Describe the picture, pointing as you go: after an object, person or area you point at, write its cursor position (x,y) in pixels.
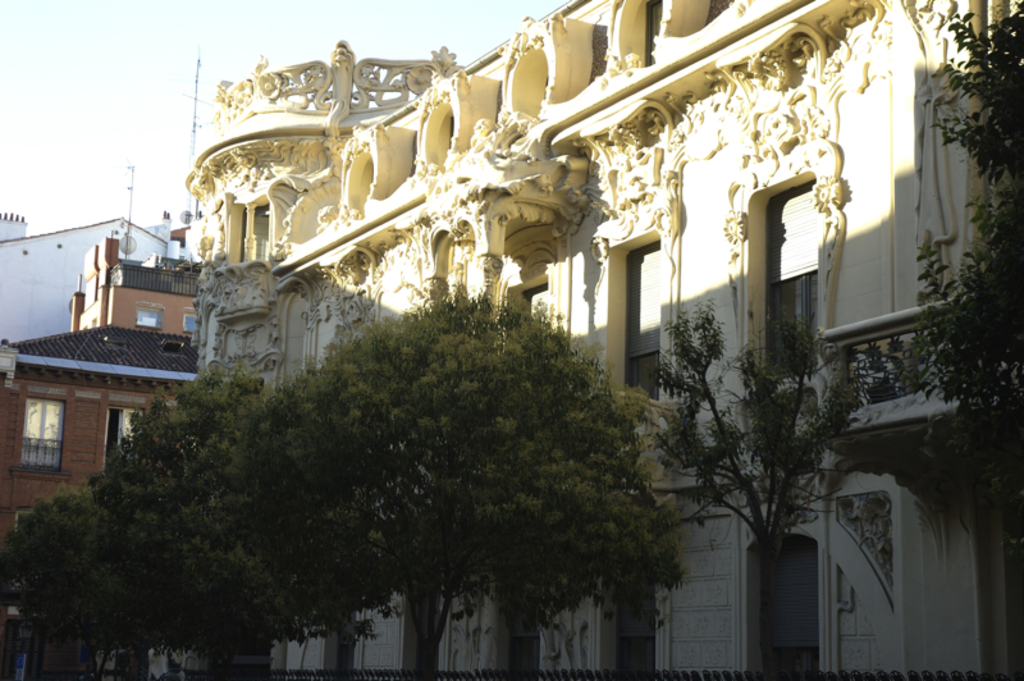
In this picture we can see trees (75,570), buildings (262,302) with windows (107,409), fence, poles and some objects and in the background (251,70) we can see the sky (159,113).
